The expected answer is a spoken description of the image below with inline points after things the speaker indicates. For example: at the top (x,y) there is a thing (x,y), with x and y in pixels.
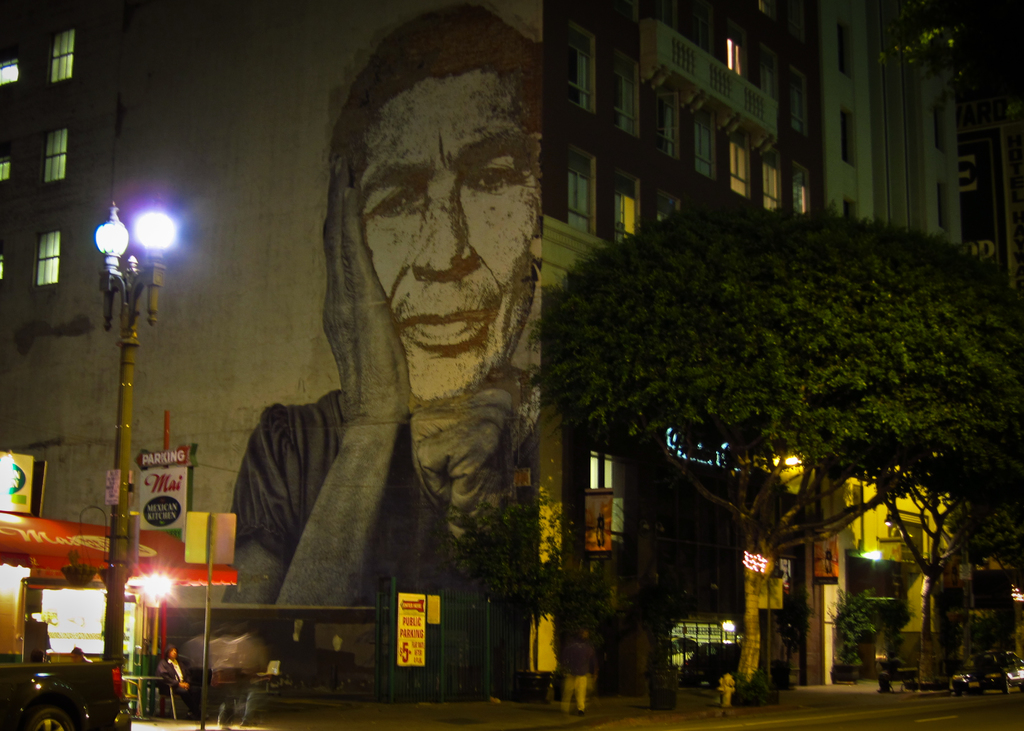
In this picture we can see building (709,177). There is a picture (459,344) of a man (494,114) which is on the banner (416,443). On the bottom left corner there is a man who is wearing jacket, jeans (189,709) and shoe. He is sitting near to the shop (132,646). Here we can see the black color car (102,688) which is near to the street light (118,633). On the bottom (238,636) we can see two persons (579,636) walking on the road (558,730). On the bottom right corner (962,681) we can see vehicles (1010,670) which is near to the trees (807,448). Here we can see posters (409,646), board (415,602) and plant (790,626).
